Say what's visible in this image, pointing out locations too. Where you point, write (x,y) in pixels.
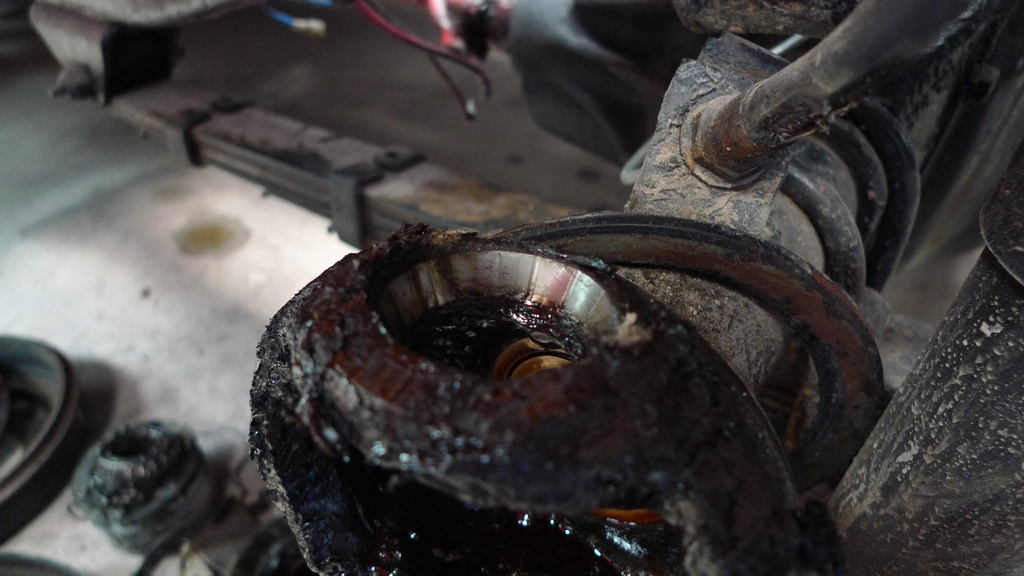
In the image we can see a under part (978,101) of the vehicle (751,23).
